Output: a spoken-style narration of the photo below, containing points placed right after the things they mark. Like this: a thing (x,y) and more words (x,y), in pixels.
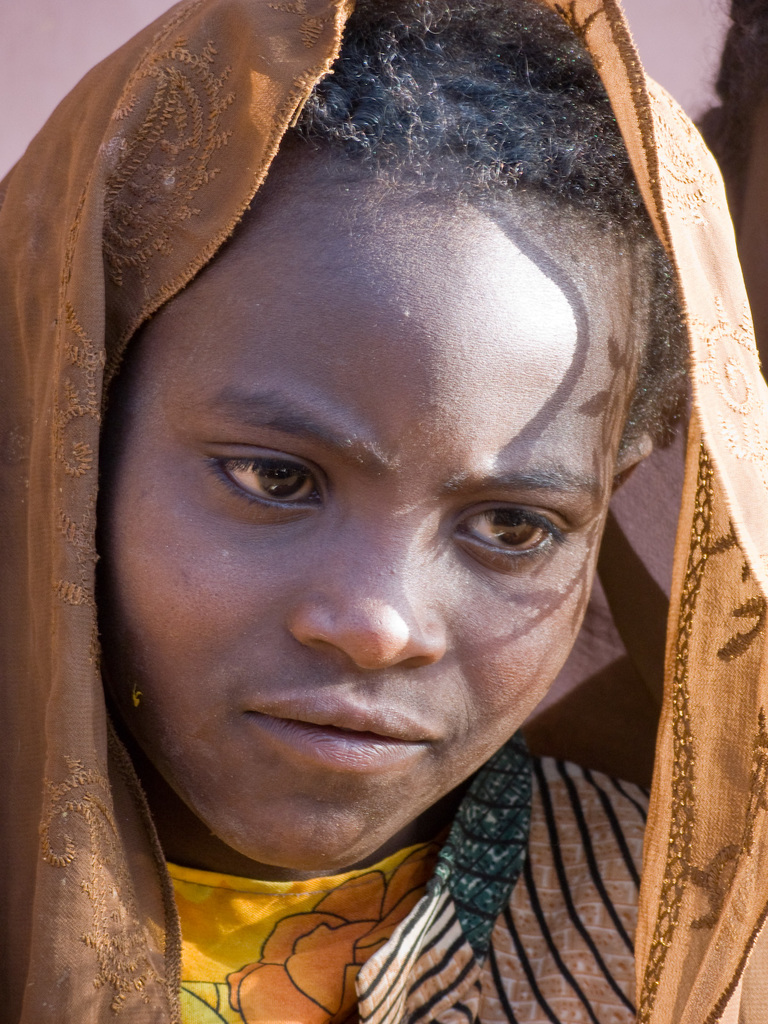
There is a person (290,538) wearing a scarf (156,46) on the head (407,14).
